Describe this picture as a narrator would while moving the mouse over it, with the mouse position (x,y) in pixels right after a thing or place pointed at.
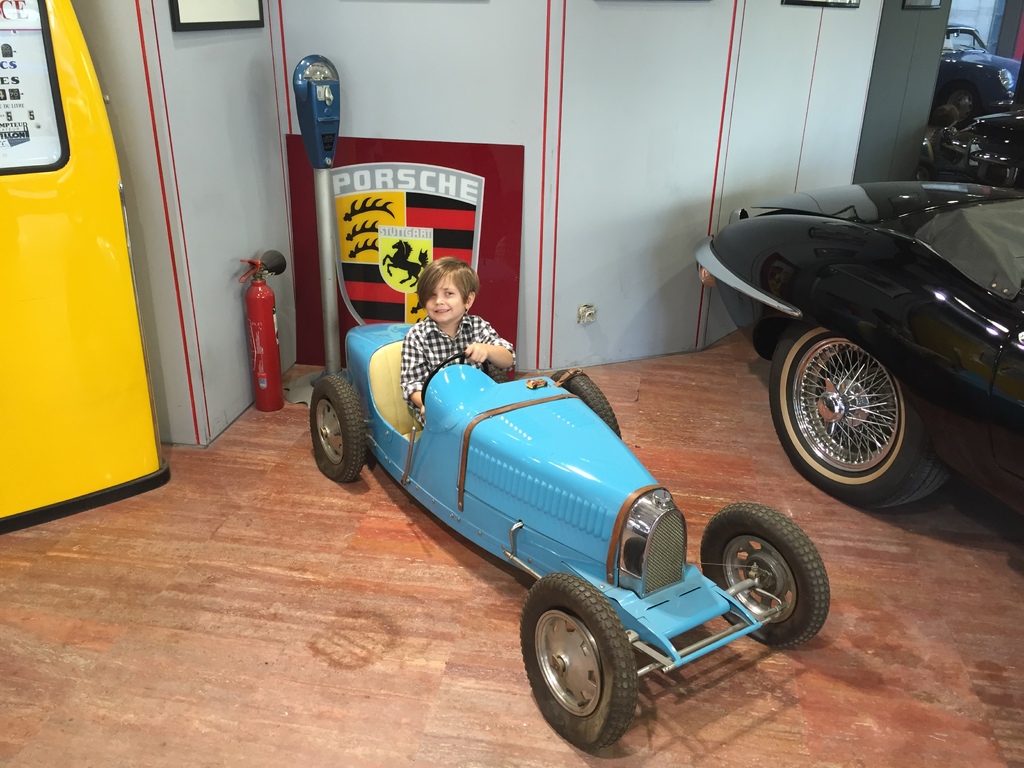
In this picture I can see a little boy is sitting on a blue color car (548,446), on the right side (796,237) there is another car (894,317) in black color. On the left side (81,400) there is an iron box (87,298) in yellow color, beside it there is a fire extinguisher (255,347).
